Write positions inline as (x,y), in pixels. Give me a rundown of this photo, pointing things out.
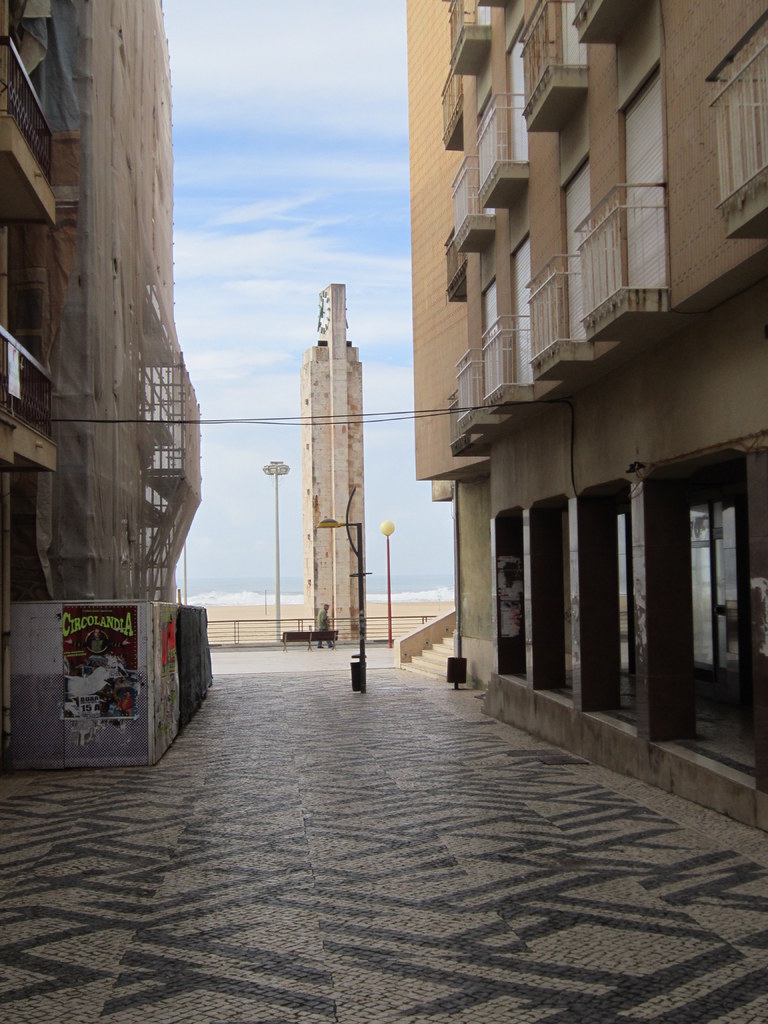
In this picture we can see buildings (457,254), in between there is a path (408,680), we can see staircases (431,654) and one person (321,625) is walking.
